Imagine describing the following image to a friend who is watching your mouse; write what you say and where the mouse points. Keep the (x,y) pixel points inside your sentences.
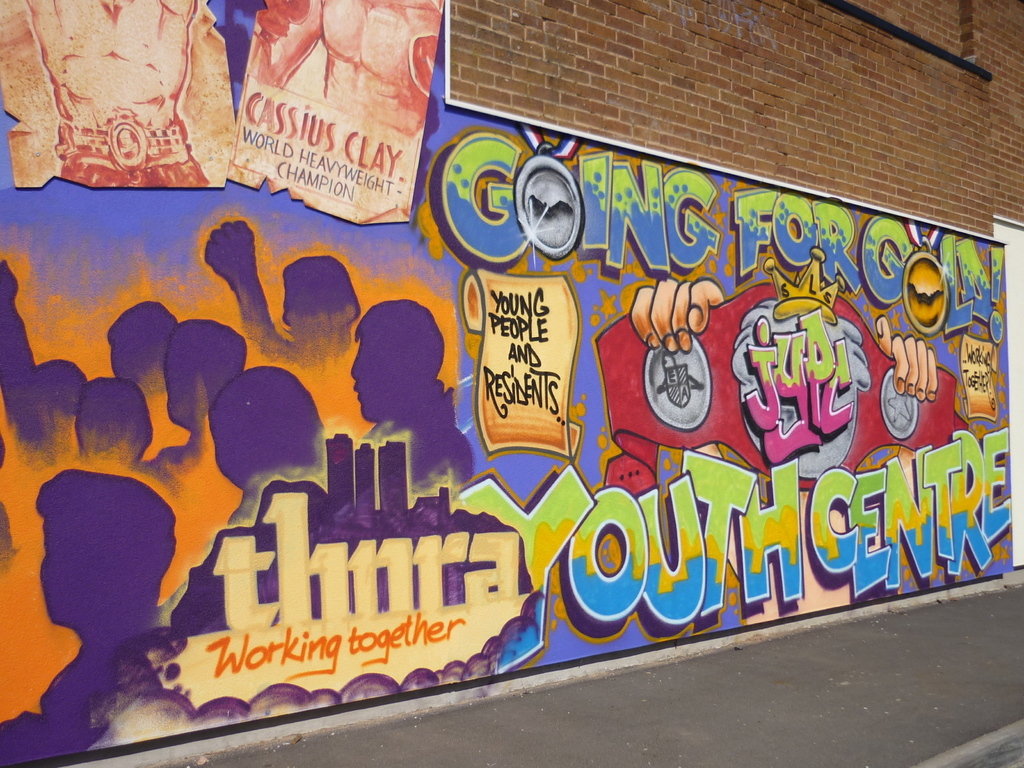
In this image there is graffiti (553,390) on a brick wall (587,307).
